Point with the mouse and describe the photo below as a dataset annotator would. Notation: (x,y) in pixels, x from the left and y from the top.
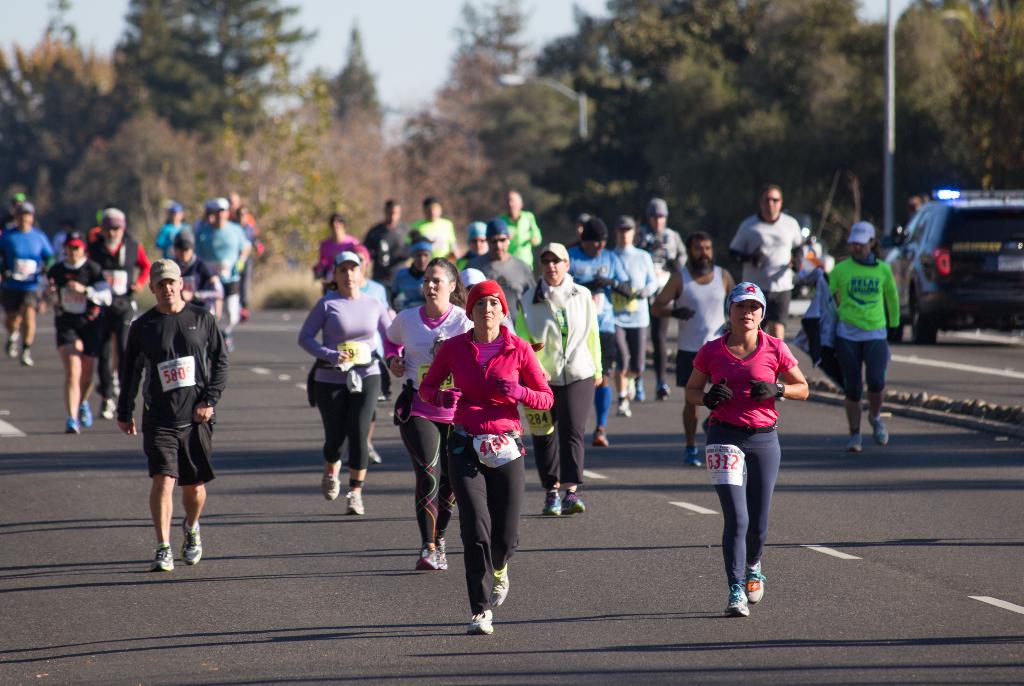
In this image there are group of people (333,420) who are jogging on the road (575,518). All the people (513,387) are having a number badge (727,475) with them. In the background (532,73) there are trees (626,48). On the right side (940,196) there is a car (967,239) on the road (548,558), Beside the car (970,238) there is a pole (893,40).
